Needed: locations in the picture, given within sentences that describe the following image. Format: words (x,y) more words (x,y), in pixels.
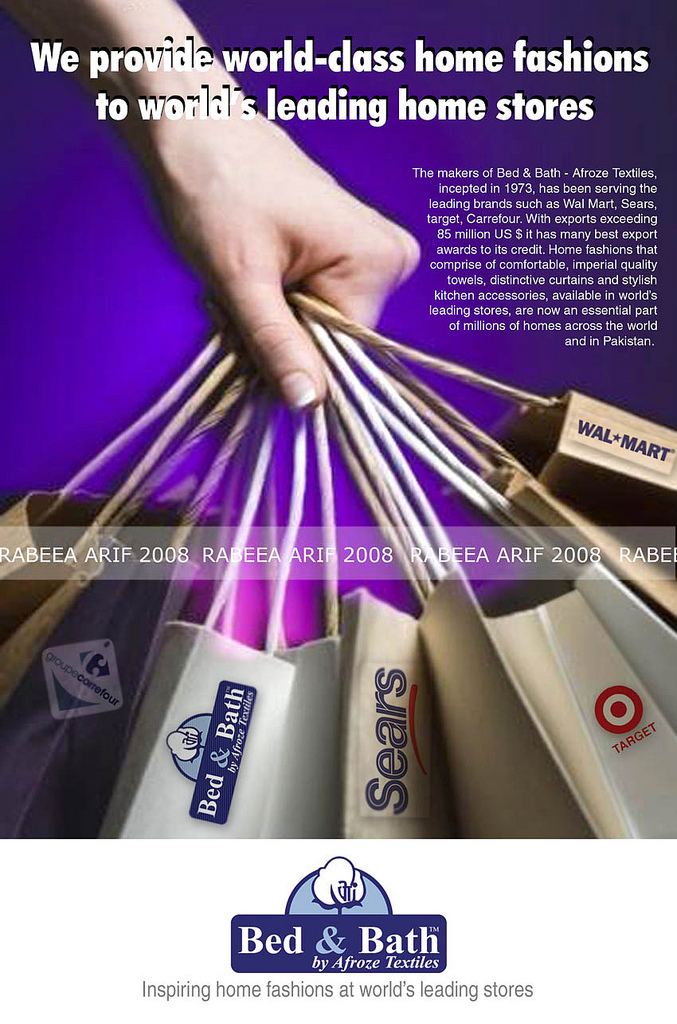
Here in this picture we can see a poster (100,32), in which we can see a person's hand (212,167) holding number of carry bags (635,660) and we can also see some text (450,264) written over there.
